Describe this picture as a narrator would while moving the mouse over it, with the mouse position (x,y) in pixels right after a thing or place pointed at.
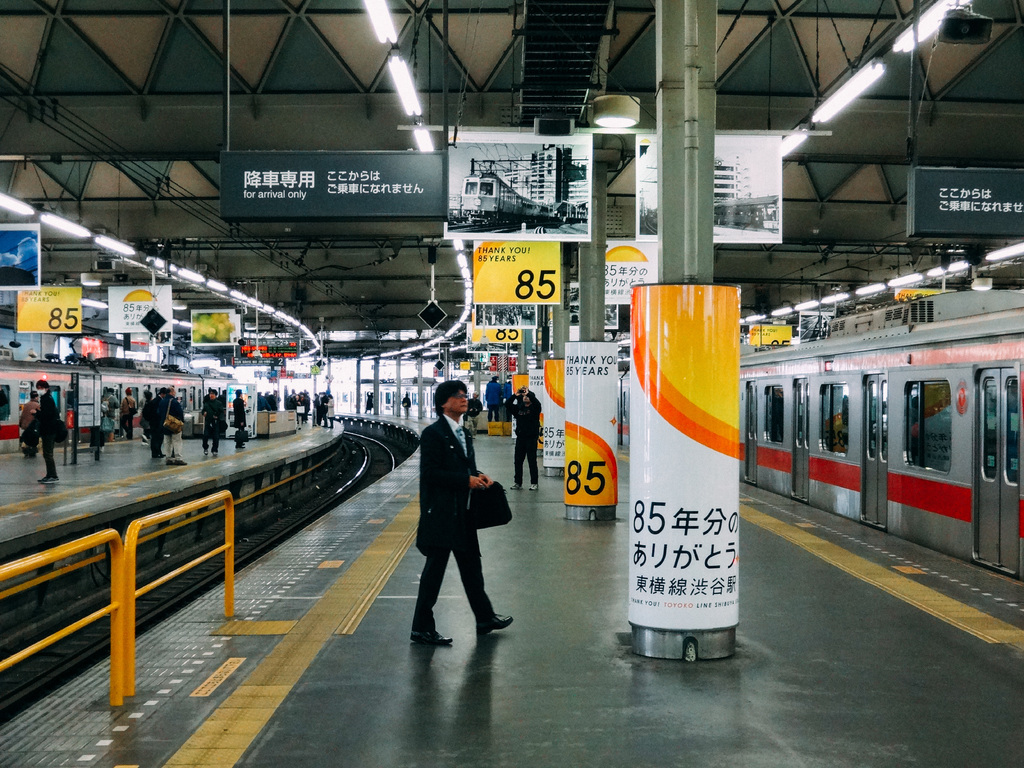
This image taken in a railway station (371,462), there is a train (790,392) on the track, above the train (934,443) there are a few boards (254,190) with some text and images (488,199) are hanging from the ceiling (464,64) and there are lights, there are a few poles (683,501) with some text (678,552) on it. There are a few people (470,598) standing and walking on the pavement (540,683) with their luggage's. On the left side of the image (315,493) there is another track (270,524) and there are some metal structures (127,575).
